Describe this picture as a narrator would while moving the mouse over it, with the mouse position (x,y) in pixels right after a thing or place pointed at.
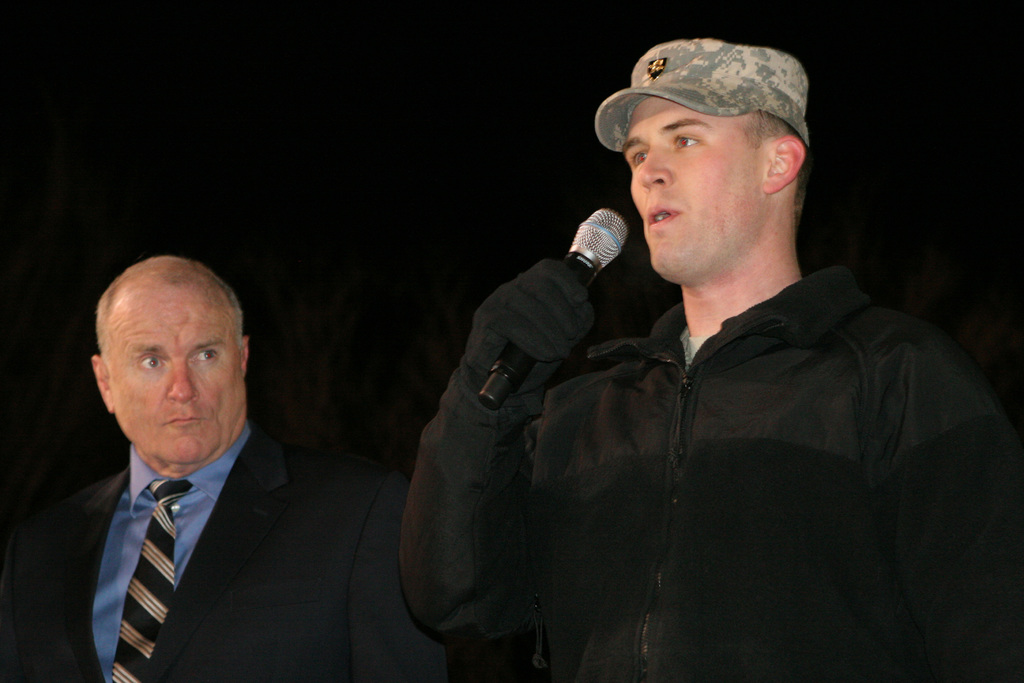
In this picture we can see two men (488,616) and a man (694,322) wore a cap (606,120), holding a mic (589,227) with his hand (519,297) and in the background (399,125) it is dark.
